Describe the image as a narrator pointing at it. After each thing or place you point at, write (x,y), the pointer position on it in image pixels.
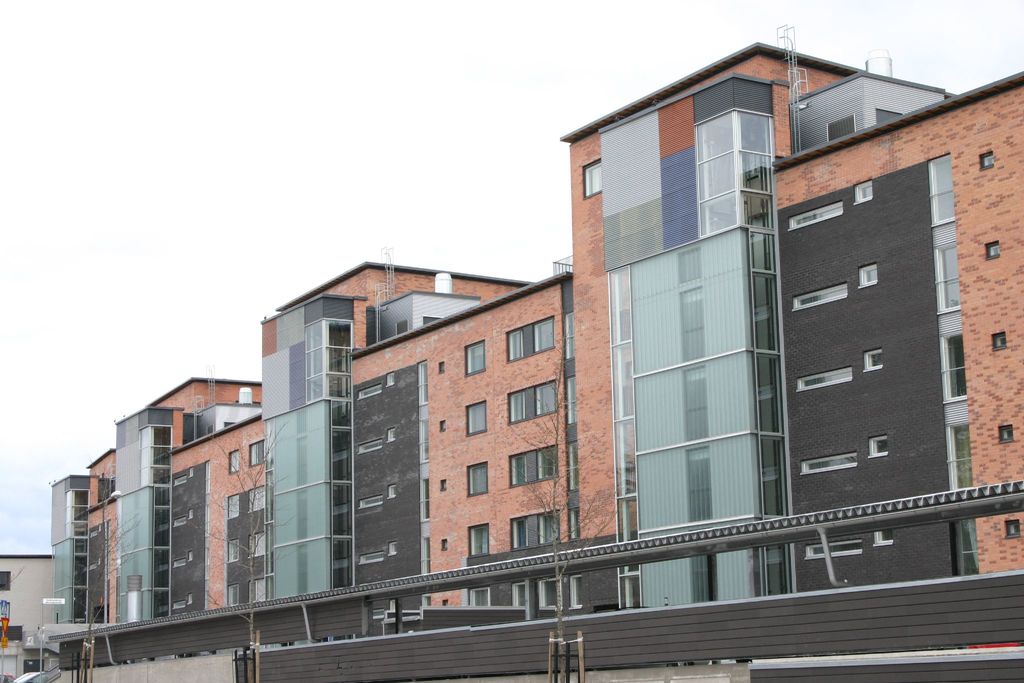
In this image we can see the buildings (367,444), there are some trees (86,654), windows (323,422) and the wall (102,645), in the background (273,151), we can see the sky (314,102) with clouds (399,98).
